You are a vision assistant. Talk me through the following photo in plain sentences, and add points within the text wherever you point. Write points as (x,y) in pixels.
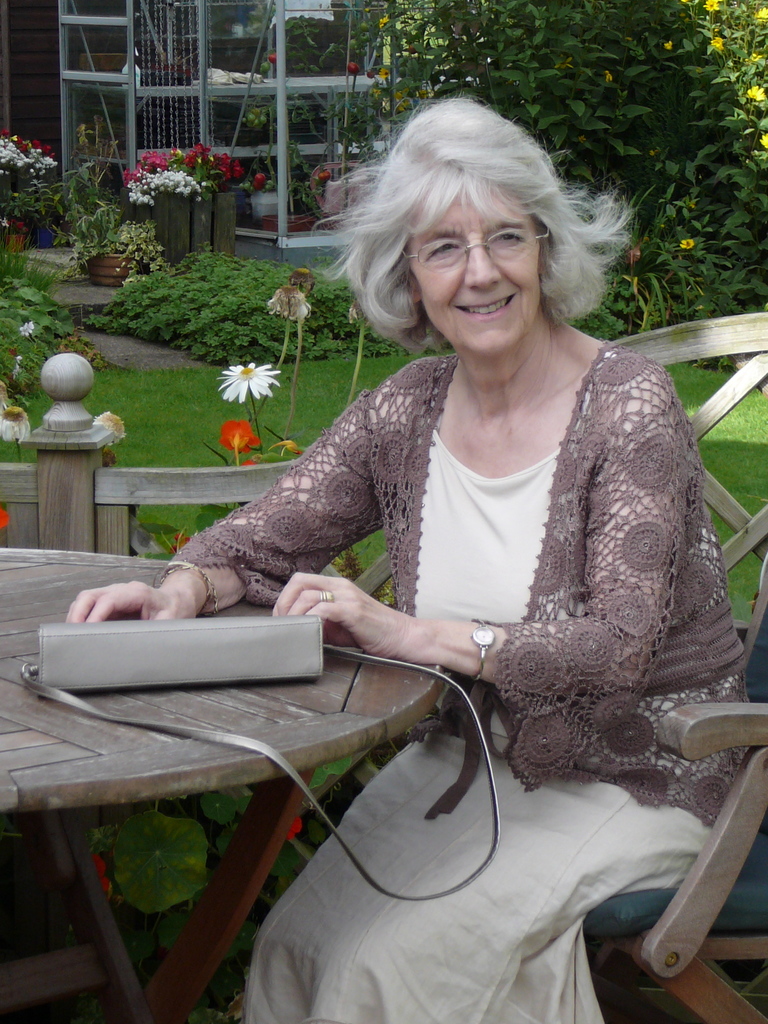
In this image woman (540,661) is sitting on a chair (737,840) which is on right side (745,824) and she is leaning on the wooden table (233,711) which is in front of her. On the table (139,698) there is a purse (168,667). In the background (346,404) there is a garden (582,81) with plants (716,159), grass (275,406) and a flower (242,386).
